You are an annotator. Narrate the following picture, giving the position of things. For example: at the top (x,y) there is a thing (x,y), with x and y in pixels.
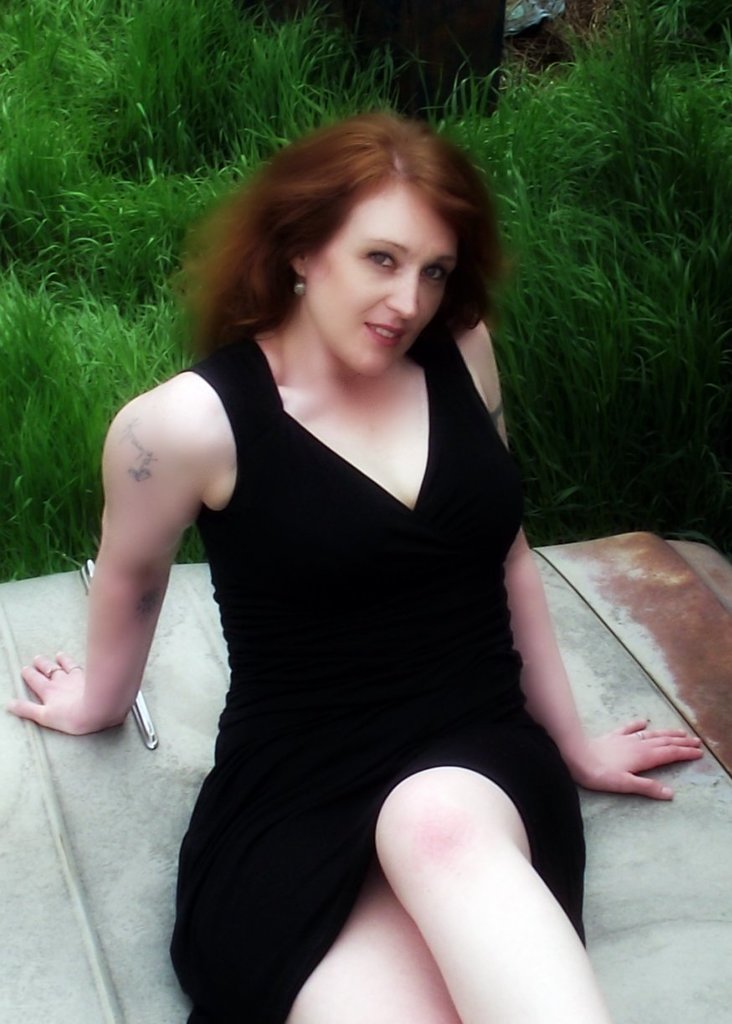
In this picture we can see a women (284,495) wearing black color top (343,604), lying on the car bonnet (647,887), smiling and giving a pose in the camera. Behind there is a grass (626,141).
